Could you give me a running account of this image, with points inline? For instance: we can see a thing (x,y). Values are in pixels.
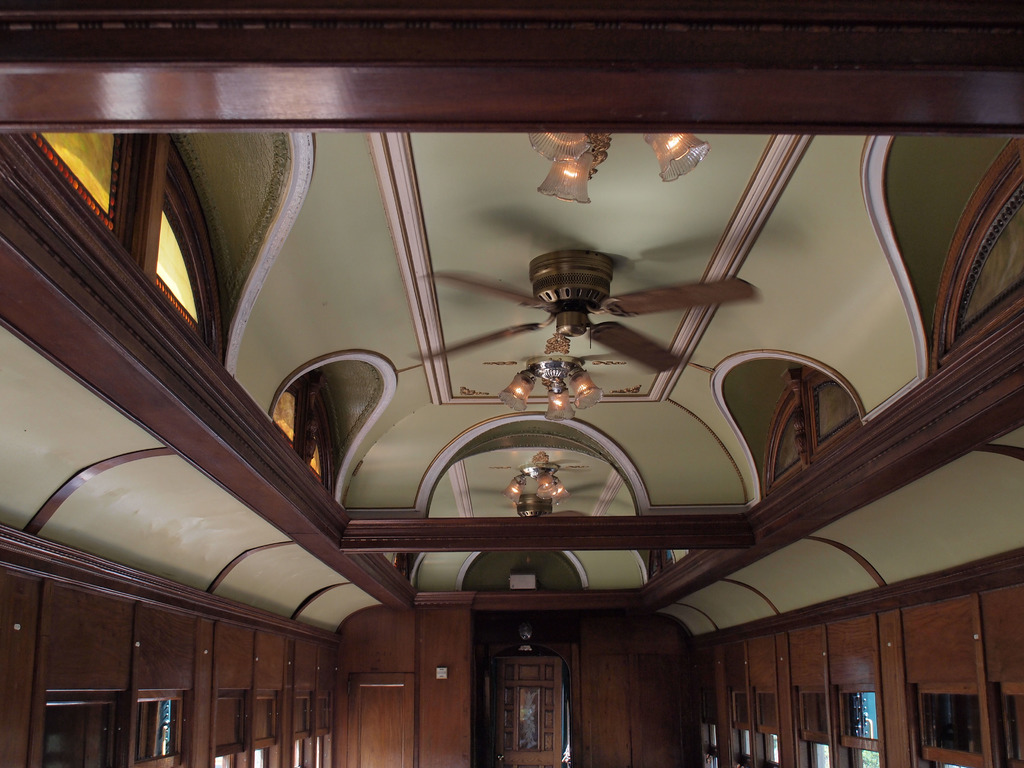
In this picture we can see there are ceiling lights (573,145) and a fan (559,290) on the top (596,253). Under the roof (594,483) there are wooden walls (488,618).
